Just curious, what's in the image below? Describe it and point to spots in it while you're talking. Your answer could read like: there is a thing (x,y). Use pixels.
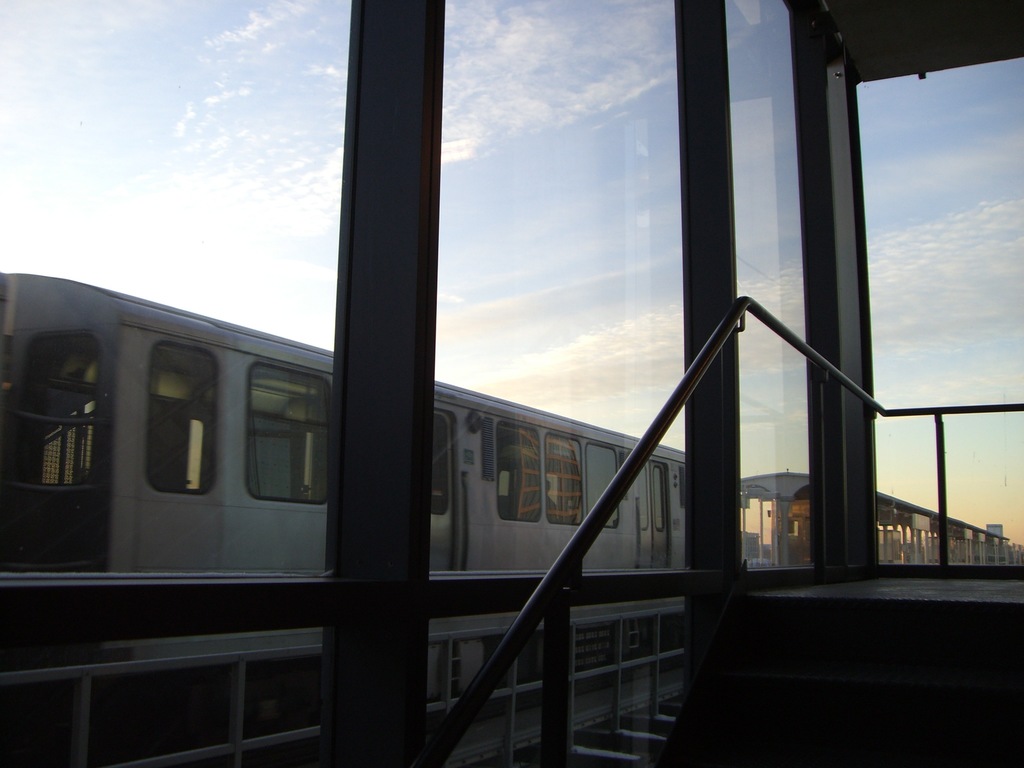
In this image I can see train (63,423) and a cloudy blue sky (491,65).
